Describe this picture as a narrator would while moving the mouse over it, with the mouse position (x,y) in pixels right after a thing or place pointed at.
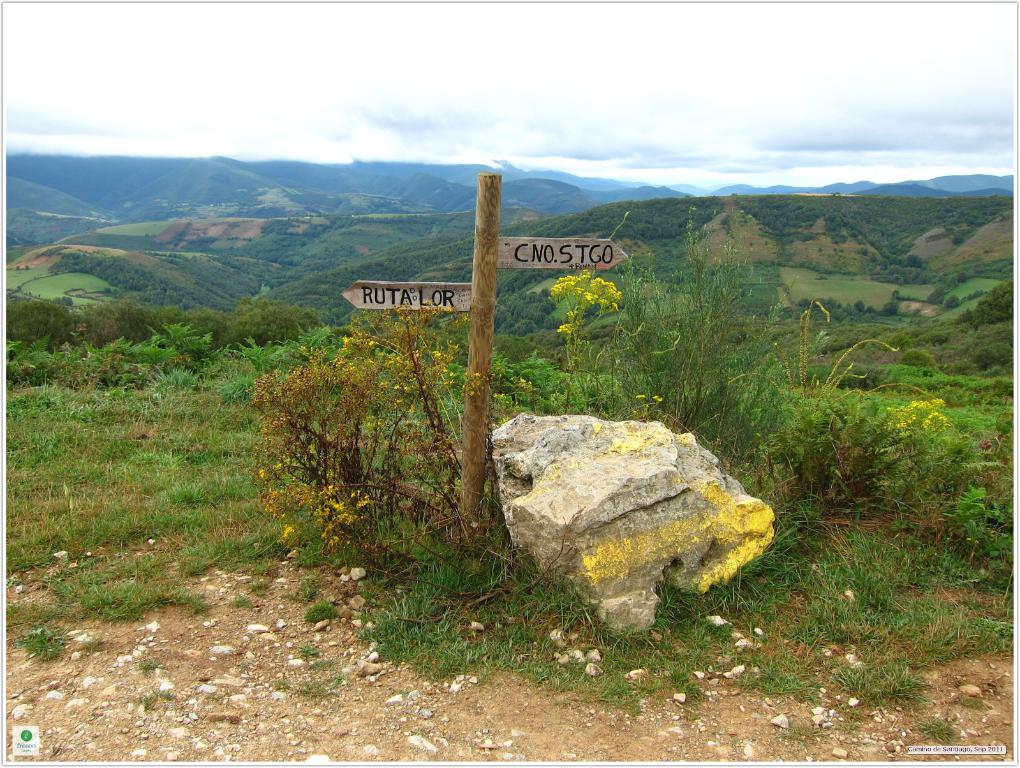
In this picture there are boards (571,244) on the pole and there is text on the boards (512,243) and there is a rock (577,419). At the back (623,240) there are trees (569,213) on the mountains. At the top (622,148) there is sky (622,148) and there are clouds (496,138). At the bottom (467,686) there is mud (377,723) and there are stones (563,662) and there is grass (583,666).
